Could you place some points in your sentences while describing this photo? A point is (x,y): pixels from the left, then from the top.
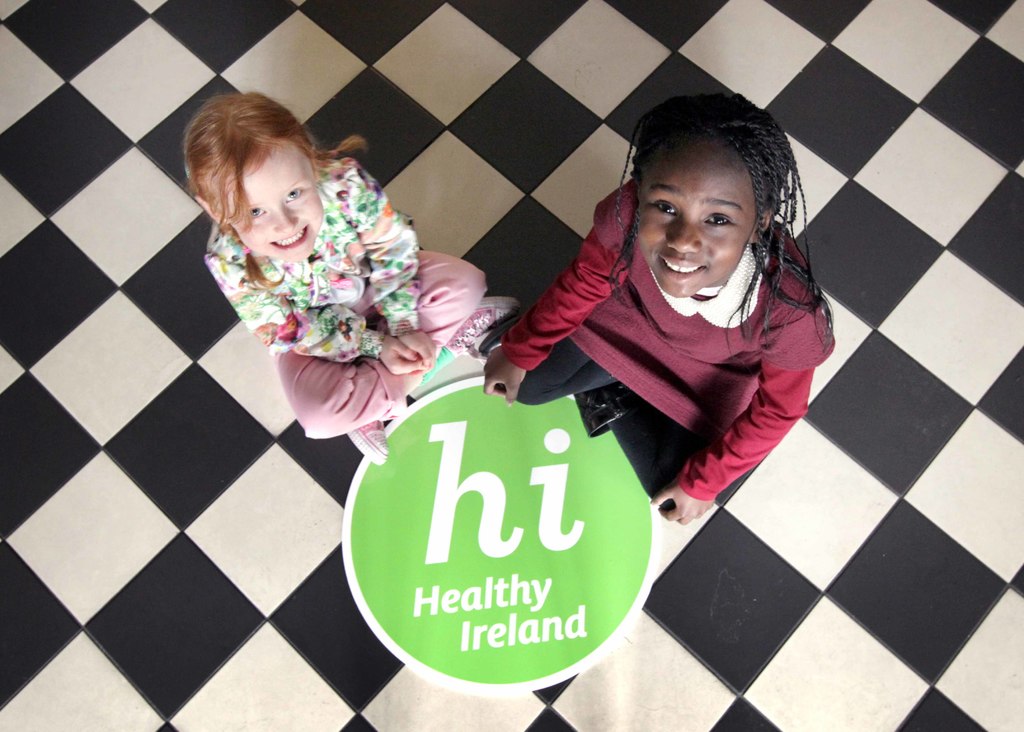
In this picture, we see two girls (387,292) are sitting on the floor (518,288). They are smiling and they are posing for the photo. In front of them, we see a board (577,545) in green color with text (450,472) written as "HI HEALTHY IRELAND". In the background (725,557), we see the floor (228,465) which, is in white and black color.
